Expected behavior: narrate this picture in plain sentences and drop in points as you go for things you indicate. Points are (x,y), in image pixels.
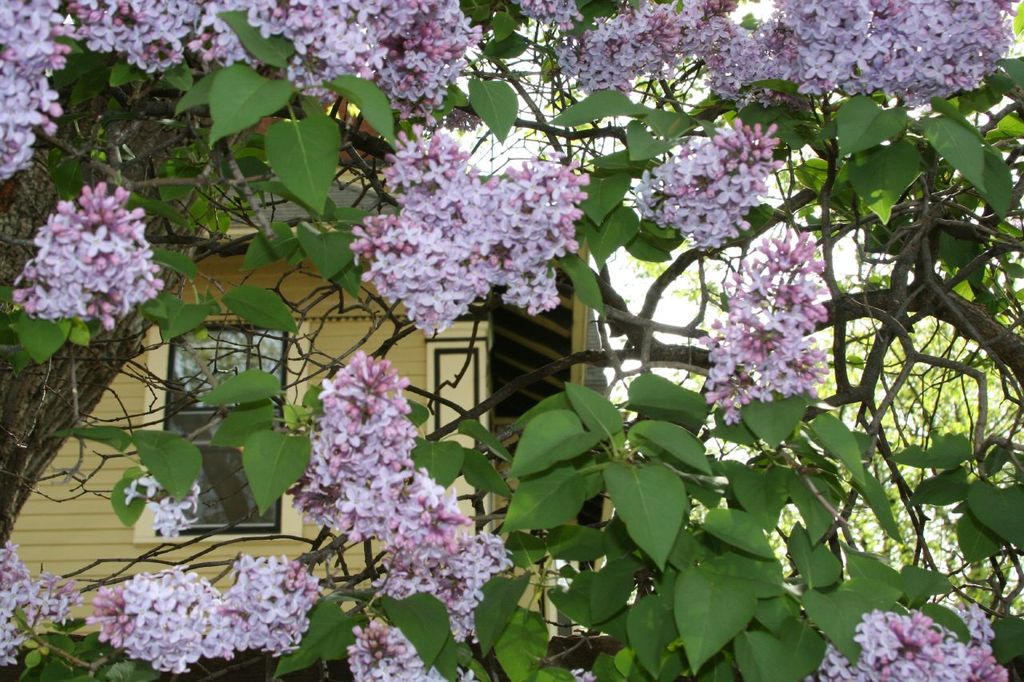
In this image in the foreground (122,298) there are trees (121,162) and flowers (53,272), and in the background (416,369) there is a building (555,346) and trees (894,368).
